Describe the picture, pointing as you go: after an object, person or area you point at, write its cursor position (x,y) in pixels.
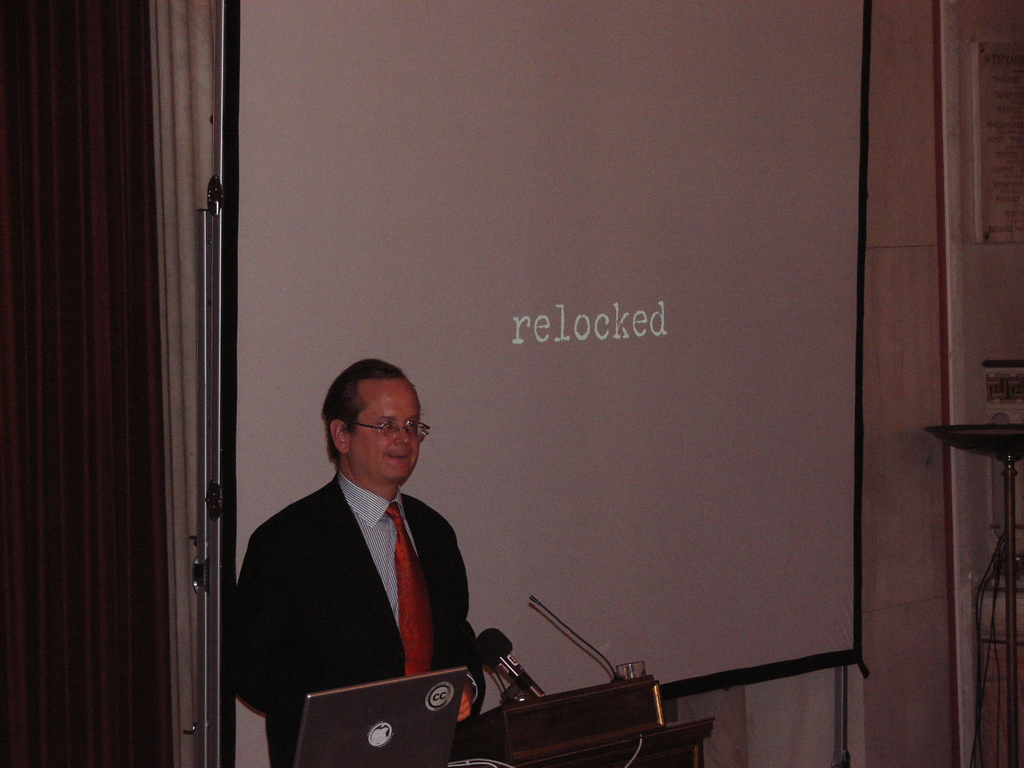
In this image, we can see a person (360,640). We can see the podium (545,702), some microphones (506,679). We can also see a device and a screen (834,20). We can see the wall (932,58) with some boards (987,379). We can also see an object (997,451) on the right (1012,457).
